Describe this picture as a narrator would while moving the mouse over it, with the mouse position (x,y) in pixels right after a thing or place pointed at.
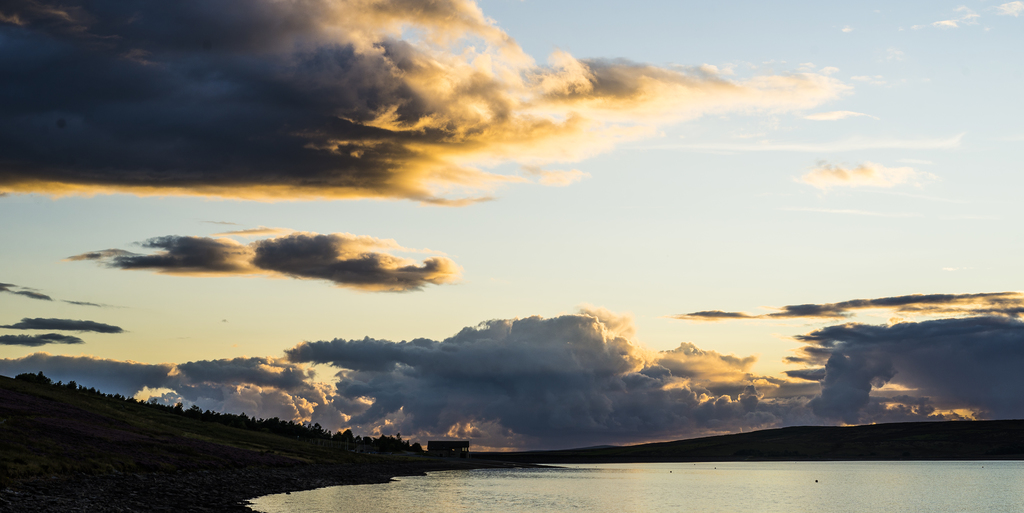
In this picture I can see the sky (672,270) and clouds (1014,392). At the bottom (496,472) I can see the shed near to the river (523,500). On the left (19,392) I can see the mountain (176,459), trees (44,380), plants (255,453) and grass (144,421).
